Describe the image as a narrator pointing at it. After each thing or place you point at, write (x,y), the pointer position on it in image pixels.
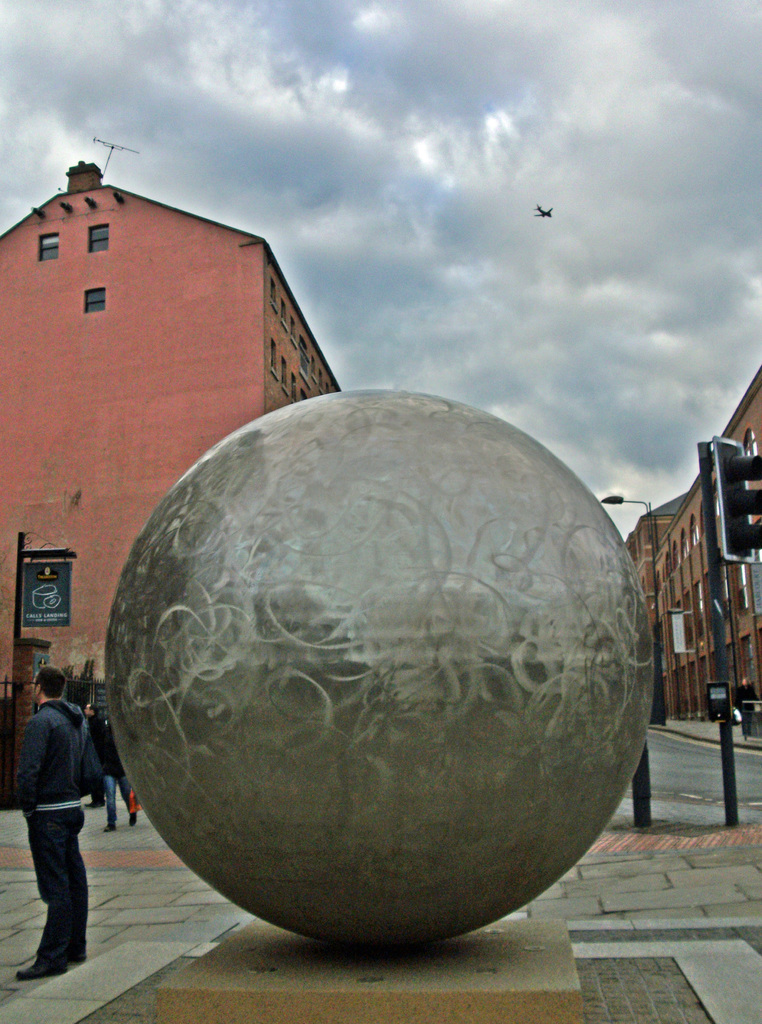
In this image I can see the person (80,942) standing and I can also see the steel ball (380,698). In the background (103,721) I can see few people (103,721), light poles (728,478), buildings (85,396) and the sky (387,125) is in blue and white color.
